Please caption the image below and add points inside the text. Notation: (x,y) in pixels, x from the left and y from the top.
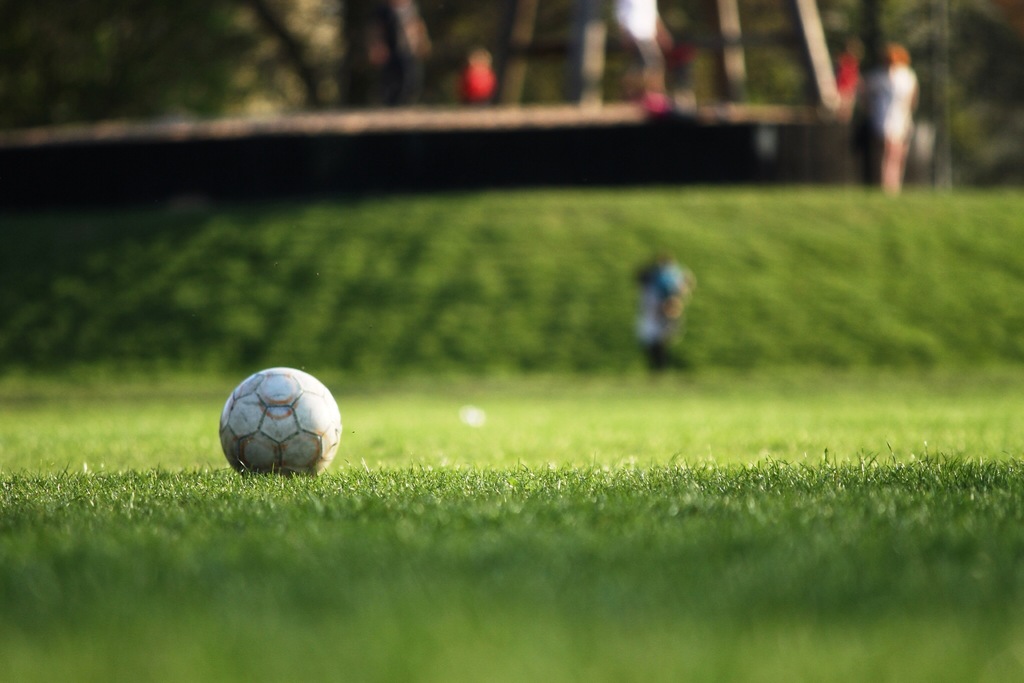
In the image we can see a ball (285,416) on the grass (419,459). Here we can see the grass (692,496) and the background (993,129) is blurred.
